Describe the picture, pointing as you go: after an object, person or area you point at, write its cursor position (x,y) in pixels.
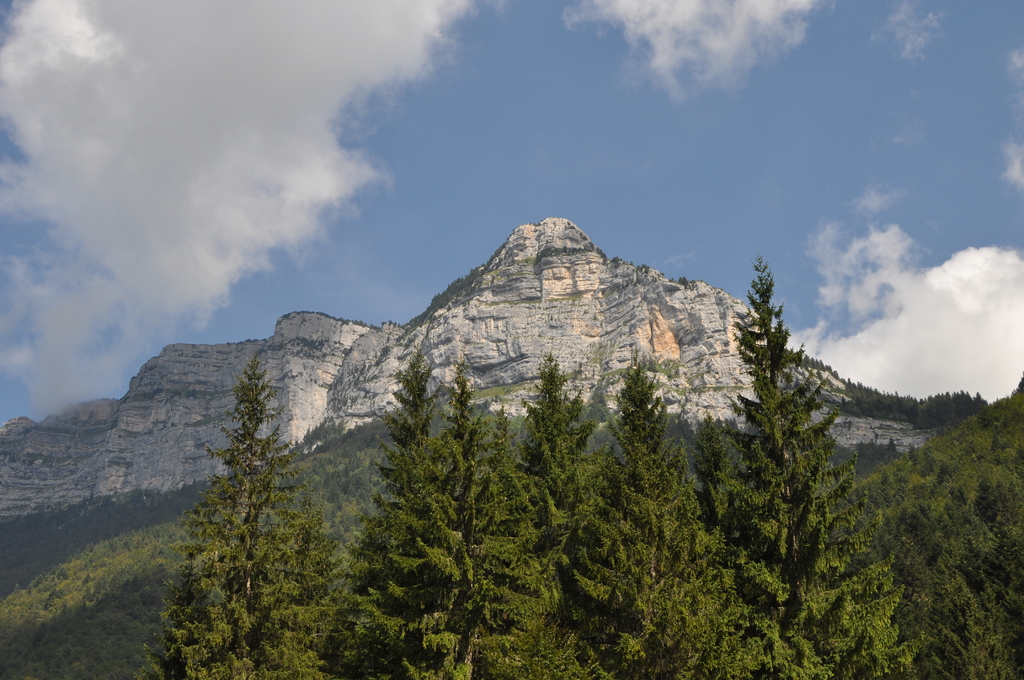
In this picture we can see few trees (547,370), hills (518,391) and clouds (199,216).
